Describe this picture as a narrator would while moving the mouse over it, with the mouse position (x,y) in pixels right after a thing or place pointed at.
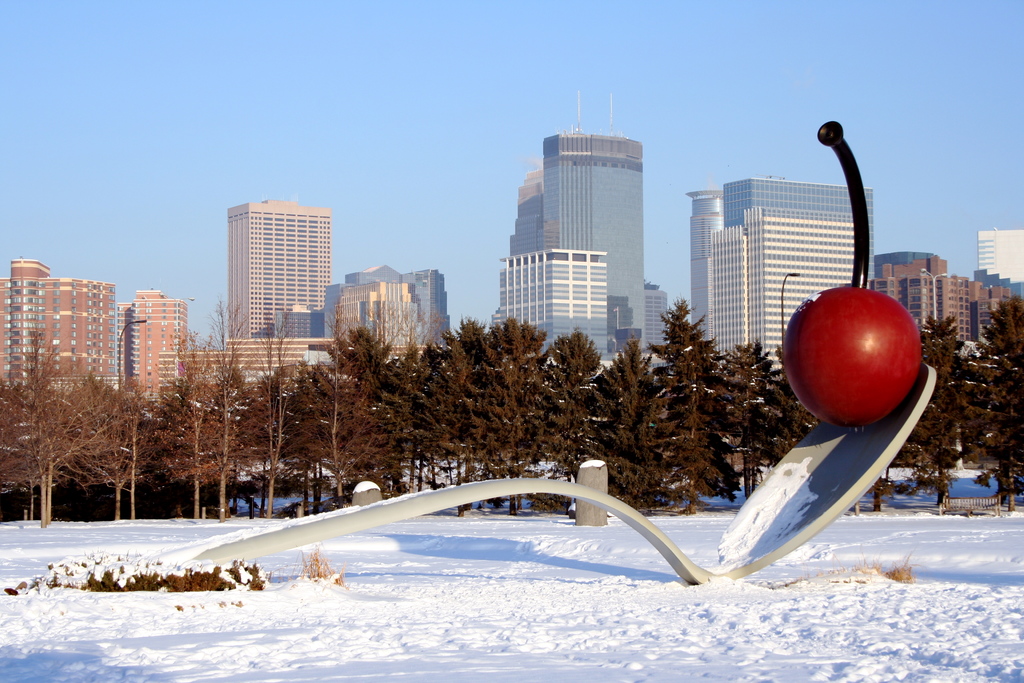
In this image there is a land (848,609) that is covered with snow (595,584) and there is an architecture (879,318), in the background (553,469) there are trees (441,399), buildings (800,286) and the sky (653,143).
